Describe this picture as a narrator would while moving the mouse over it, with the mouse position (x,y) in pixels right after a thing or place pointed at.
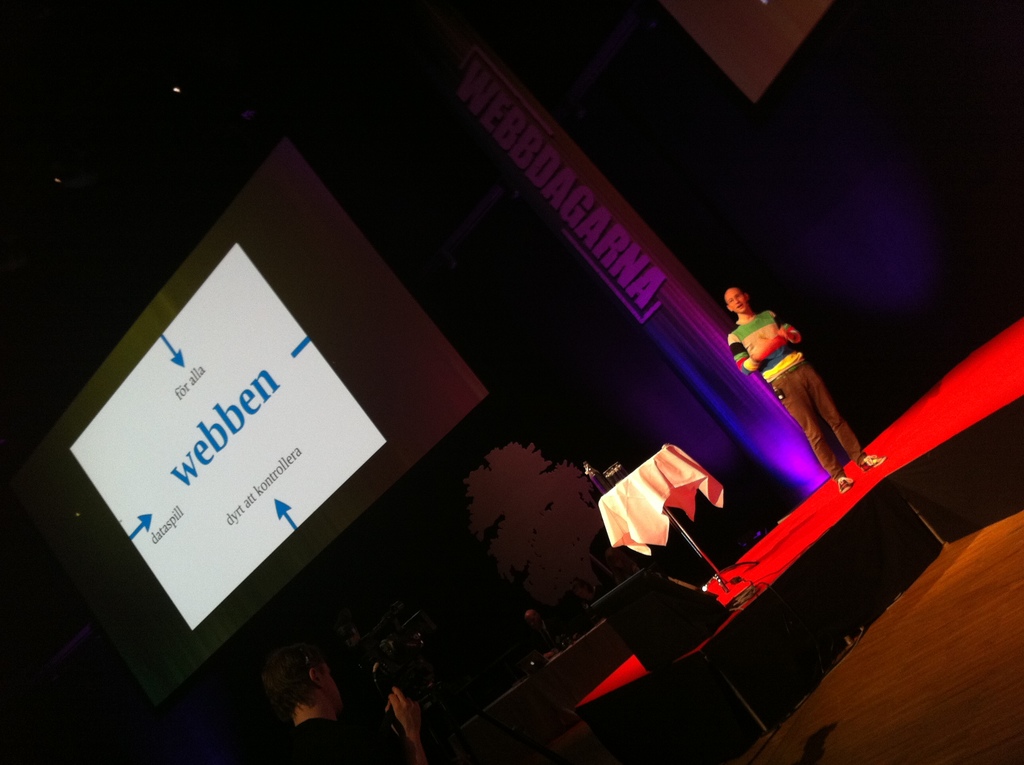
In this picture on the right side (807,518), we can see a person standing on the red carpet (811,504) & on the left side (317,465), we can see a projector display (279,197) on the wall (420,24).
